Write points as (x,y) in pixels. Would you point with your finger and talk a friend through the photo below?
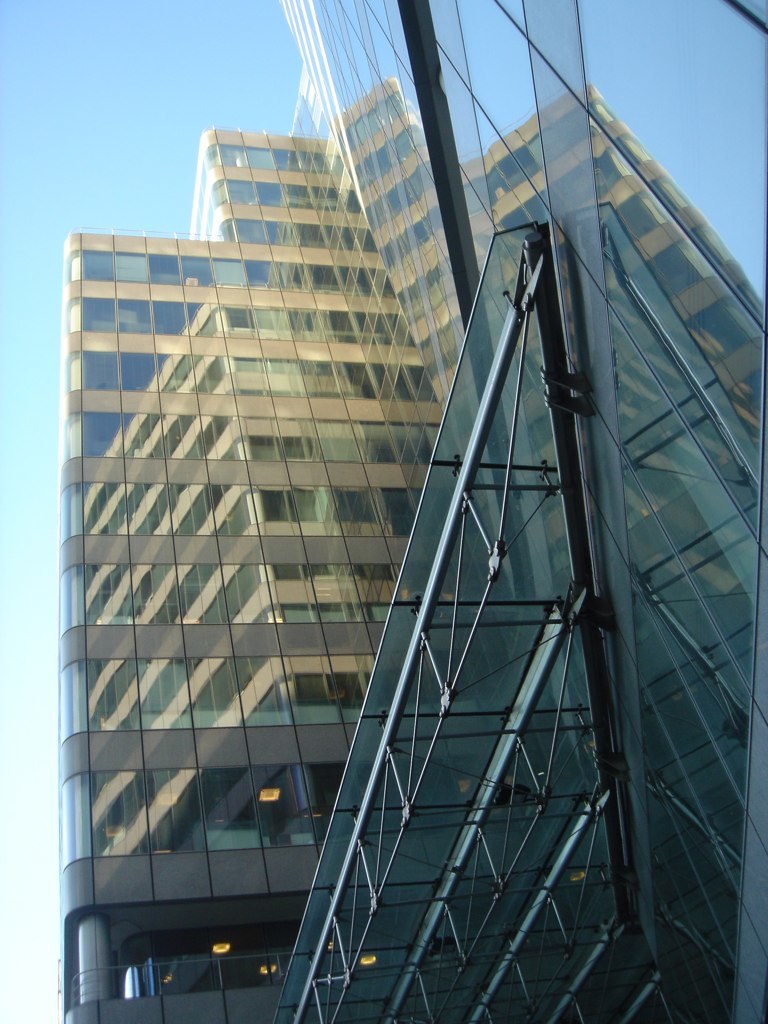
In this picture I can see the building (547,551). In the top left corner (93,66) I can see the sky (65,128).
